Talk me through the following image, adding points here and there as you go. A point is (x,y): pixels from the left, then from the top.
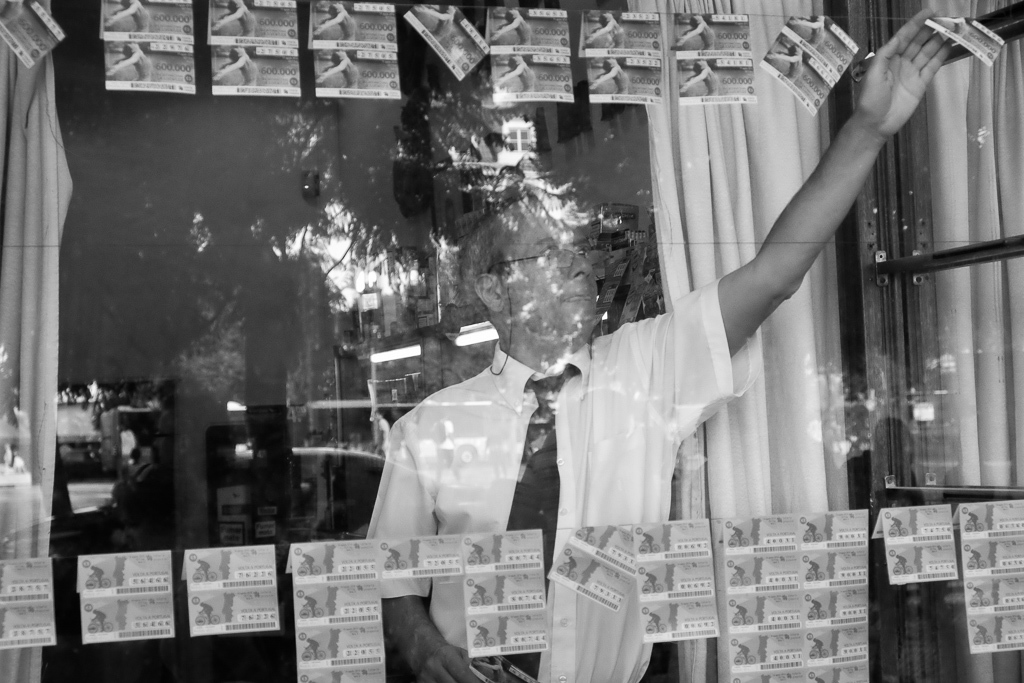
In the image we can see the black and white picture of a man (461,395) standing, wearing clothes (516,426) and spectacles (550,265). Here we can see some stickers (228,573) attached to the rope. Here we can see the curtains (768,447) and the window (894,386).
